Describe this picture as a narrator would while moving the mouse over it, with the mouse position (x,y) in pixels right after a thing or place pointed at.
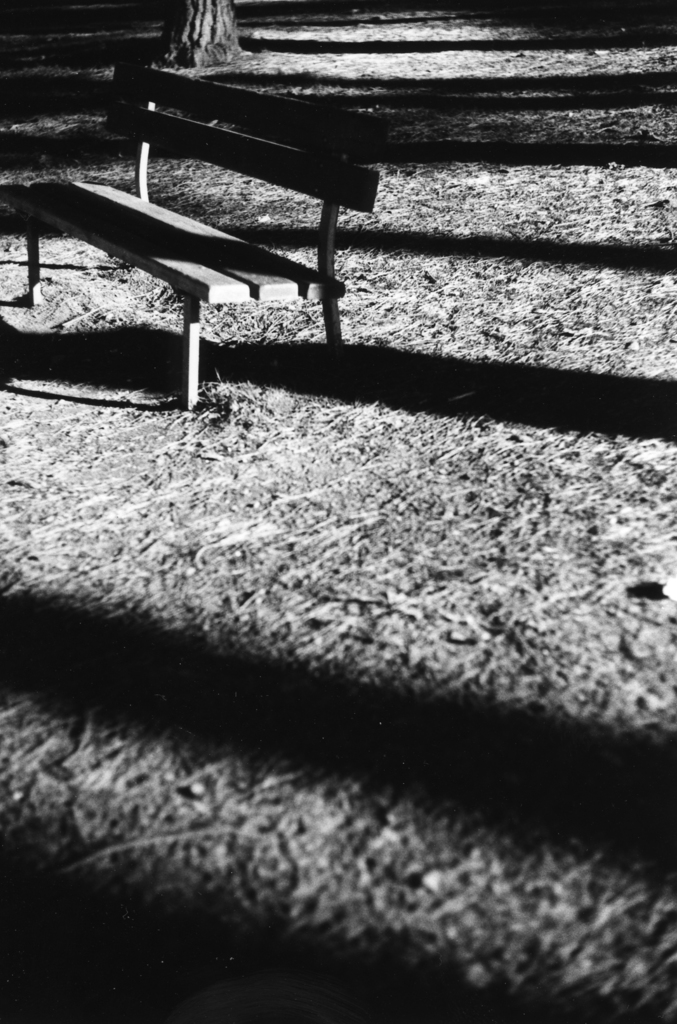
This is a black and white image. In the center of the image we can see a bench (264,279). At the top of the image (237,47) we can see a tree (221,32). In the background of the image (272,50) we can see the ground (352,758).
